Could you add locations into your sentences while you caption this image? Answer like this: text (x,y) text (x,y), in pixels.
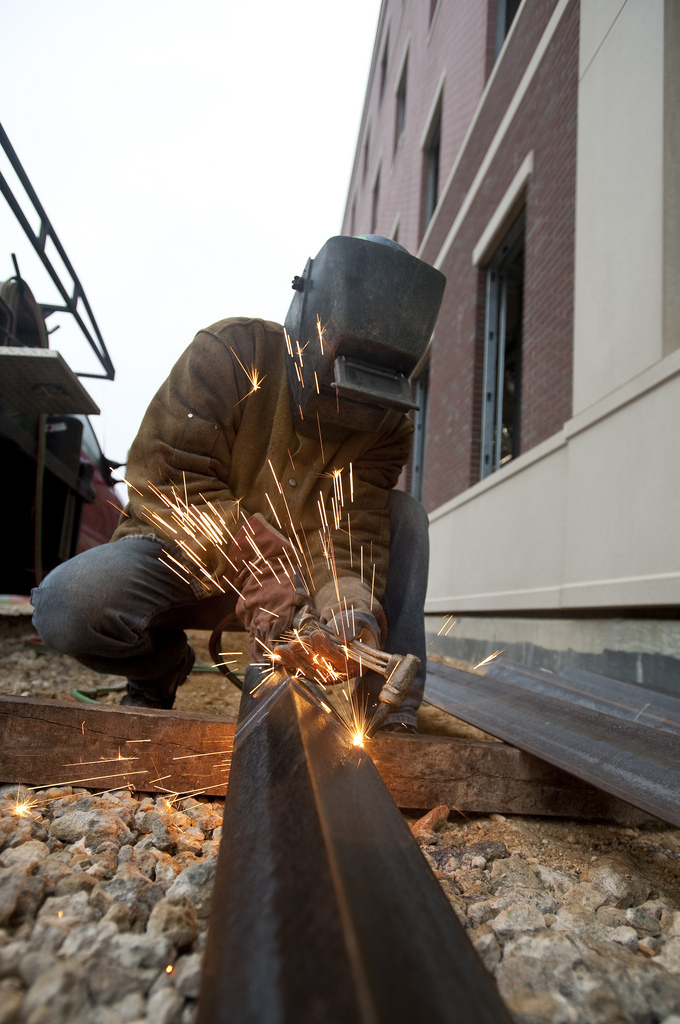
In this image there is a person (353,564) welding an iron rod (334,718), on the left (11,316) there is a truck (14,541), on the right (556,9) there is a building (564,12), in the background (112,436) there is a sky (249,165).
